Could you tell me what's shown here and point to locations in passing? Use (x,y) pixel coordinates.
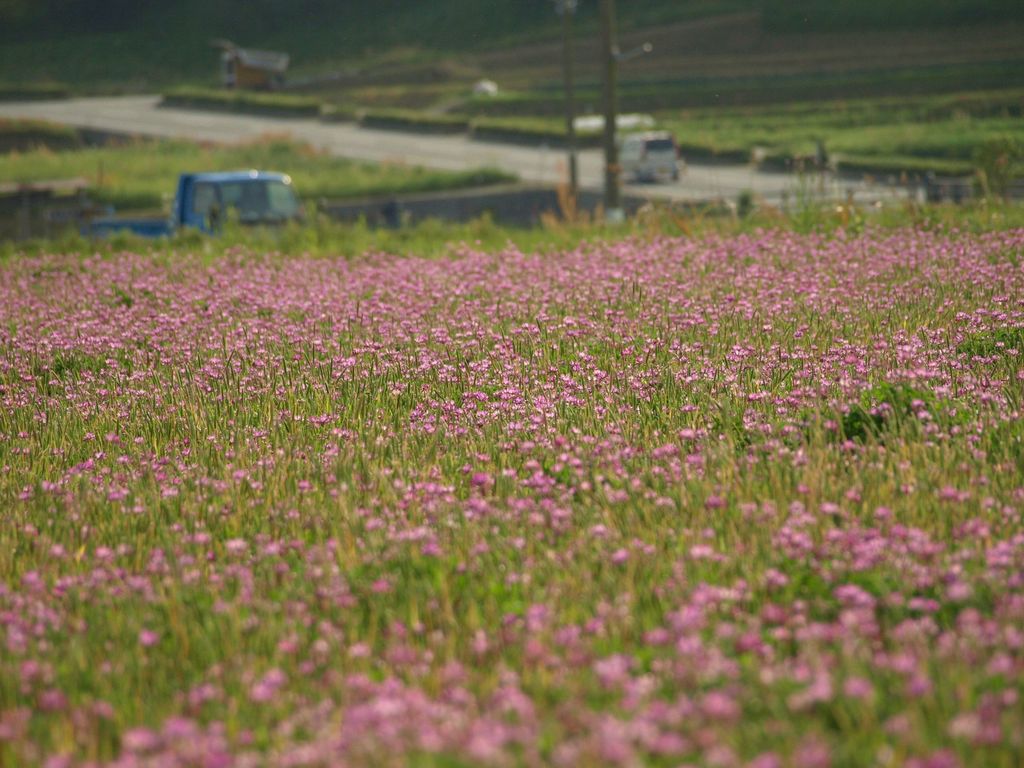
In this picture we can see plants (590,301) and flowers (467,516). In the background of the image (358,231) it is blurry and we can see vehicles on the road (581,180), poles (565,90) and plants (122,156).
